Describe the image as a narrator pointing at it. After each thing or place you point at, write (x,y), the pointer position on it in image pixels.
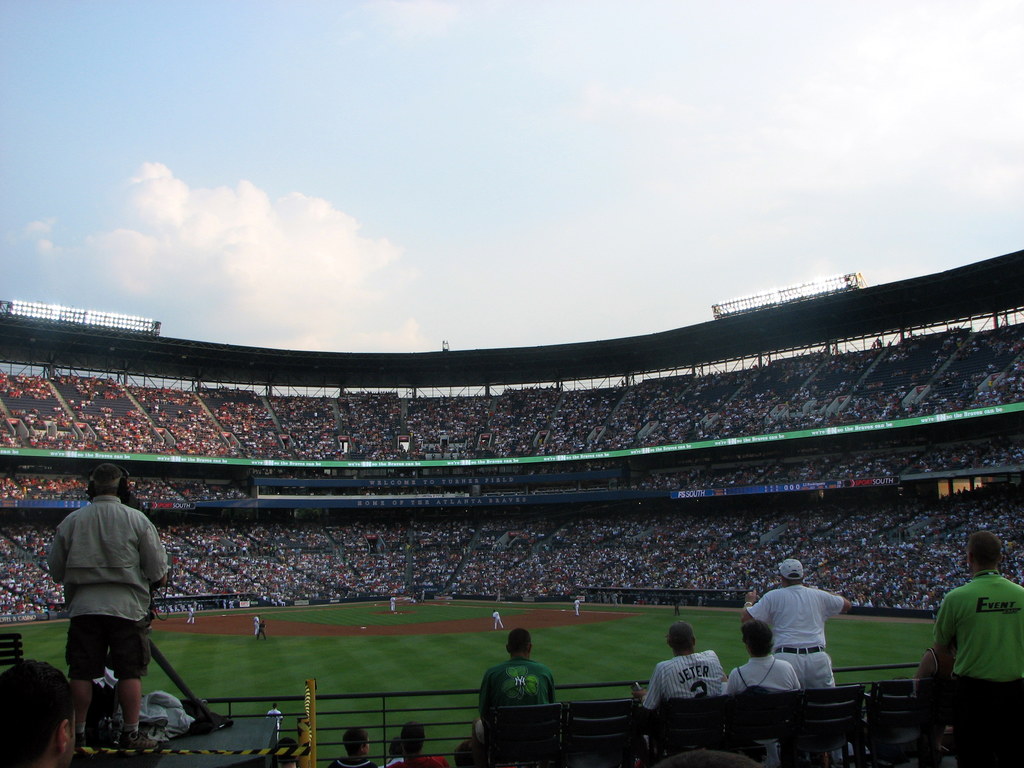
In this picture there is a view of the stadium (314,641). In the front (343,638) there is a grass ground (373,651) and some player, playing in the ground (398,642). Behind there is group of the audience (375,580) in the stadium (375,580). In the front (53,581) bottom side there are some person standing and watching the game.
